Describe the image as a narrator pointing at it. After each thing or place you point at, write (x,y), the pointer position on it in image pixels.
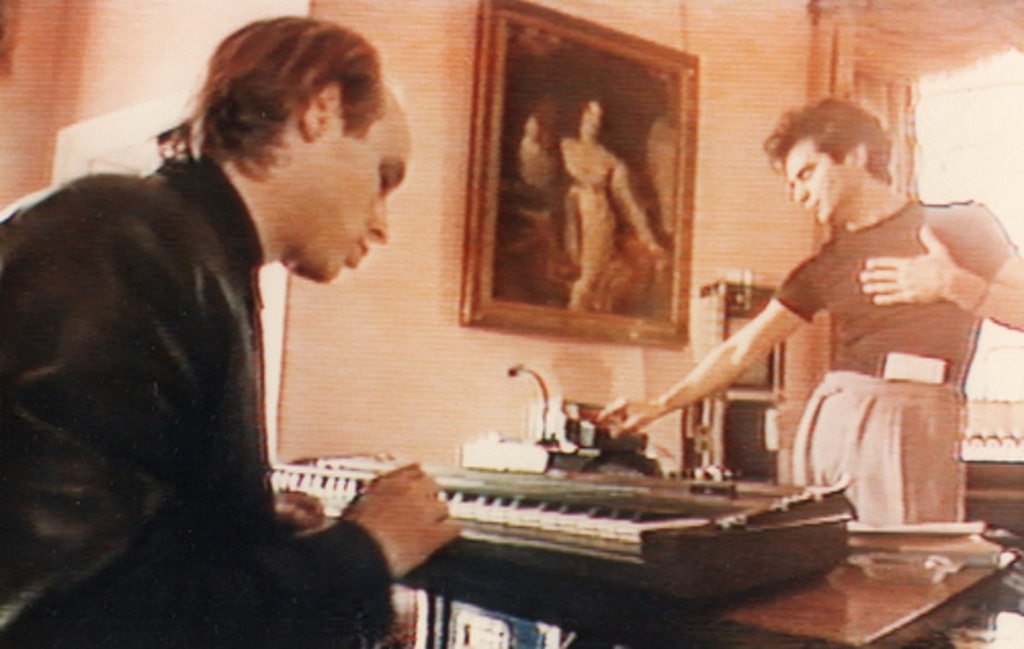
The person (133,342) in the left corner (227,393) is sitting in front of a piano (570,504) and there is another person (864,320) standing in front of him.
